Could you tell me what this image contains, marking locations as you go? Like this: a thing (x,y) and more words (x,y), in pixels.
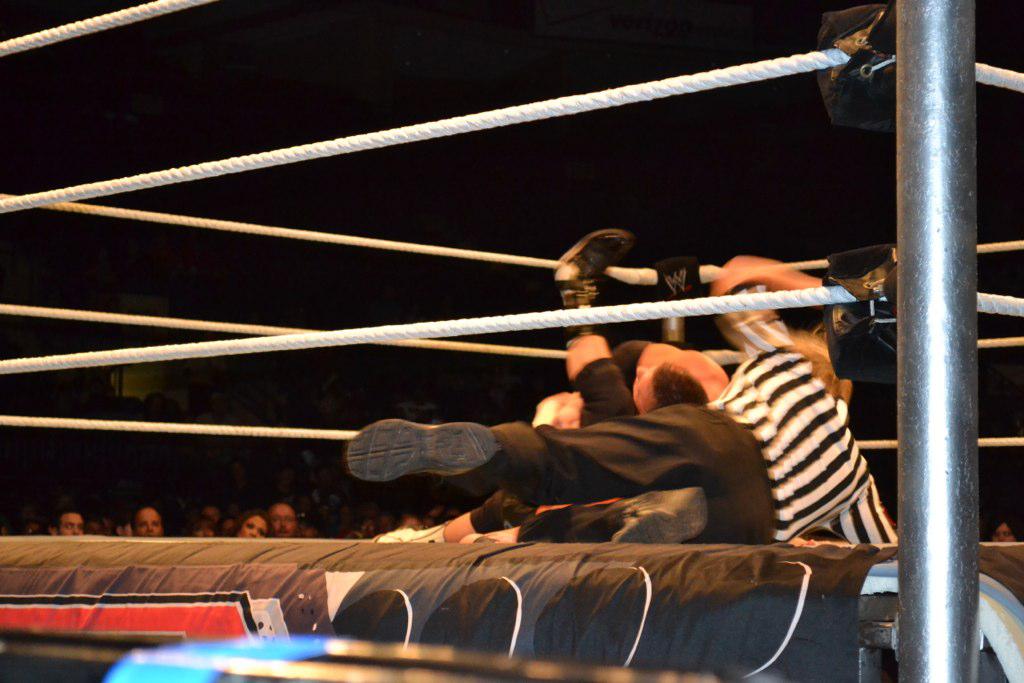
In this image we can see a wrestling ring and two persons (617,379) are performing the show and one referee (790,472) is there and some people (255,535) are watching them.
